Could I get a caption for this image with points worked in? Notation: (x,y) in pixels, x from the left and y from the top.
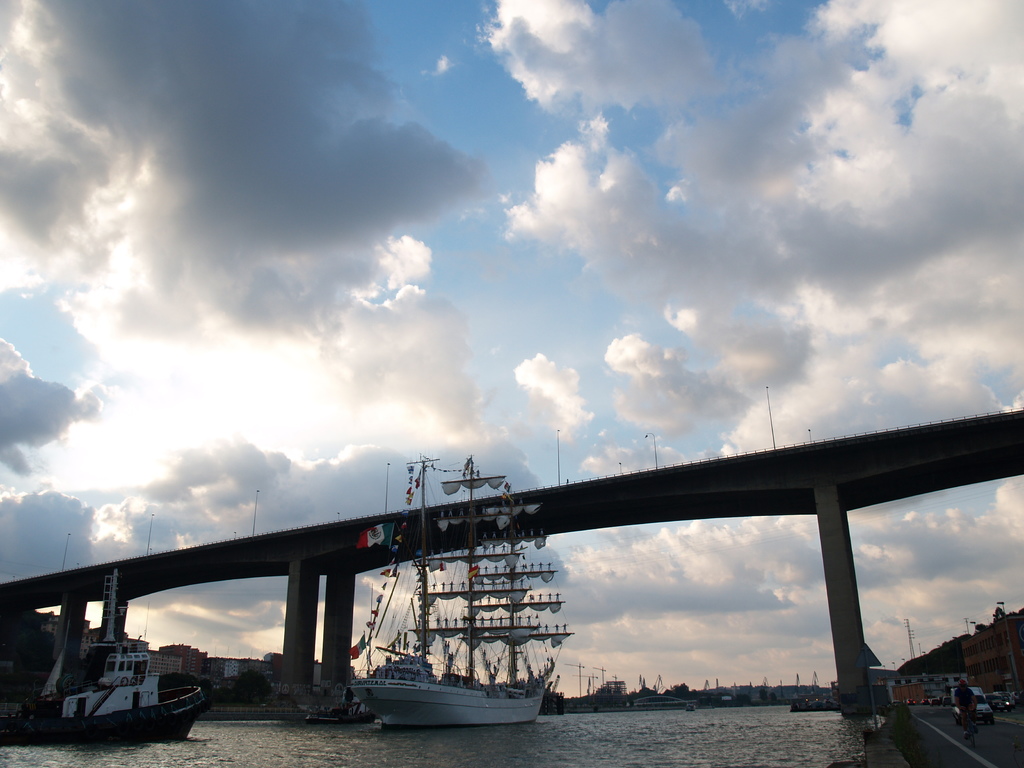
In this picture we can see there are ships (113,696) on the water (191,760) and on the right side of the ships (458,684) there are some vehicles (925,701) on the road (912,707). Behind the ships (134,716) there is a bridge (381,566), buildings (189,664) and a sky (457,266).
